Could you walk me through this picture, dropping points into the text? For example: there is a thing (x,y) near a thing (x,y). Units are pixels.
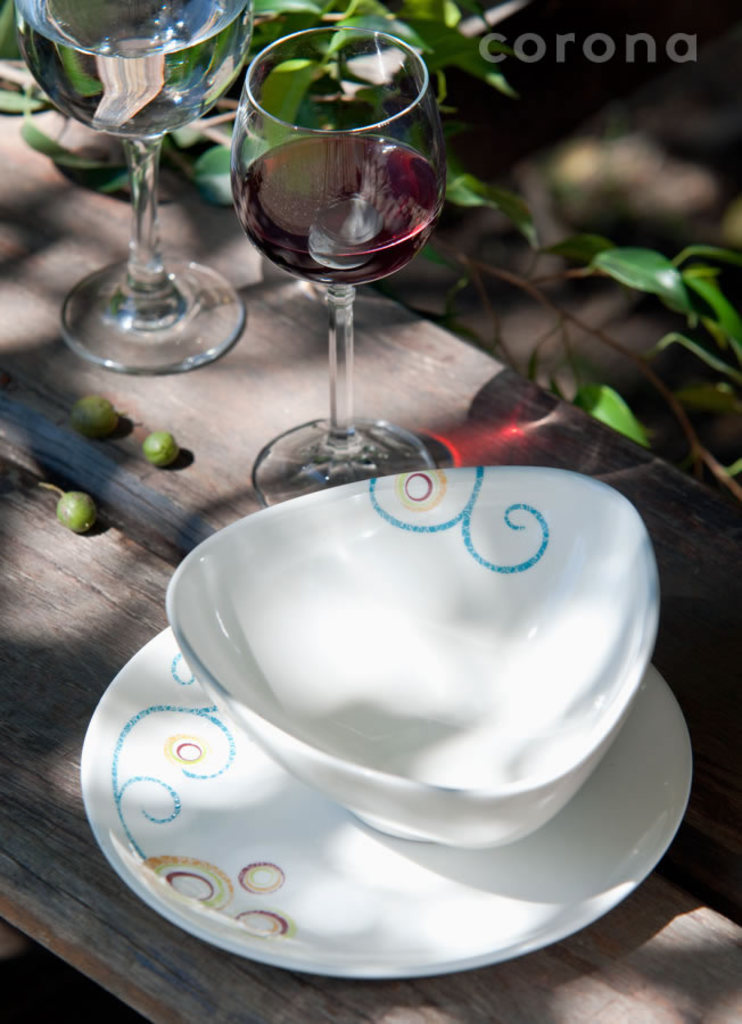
In this image I can see two glasses (274,203), plate (250,921), bowl (513,740) and fruits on a table (235,491). In the background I can see creepers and text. This image is taken, may be during a day.
